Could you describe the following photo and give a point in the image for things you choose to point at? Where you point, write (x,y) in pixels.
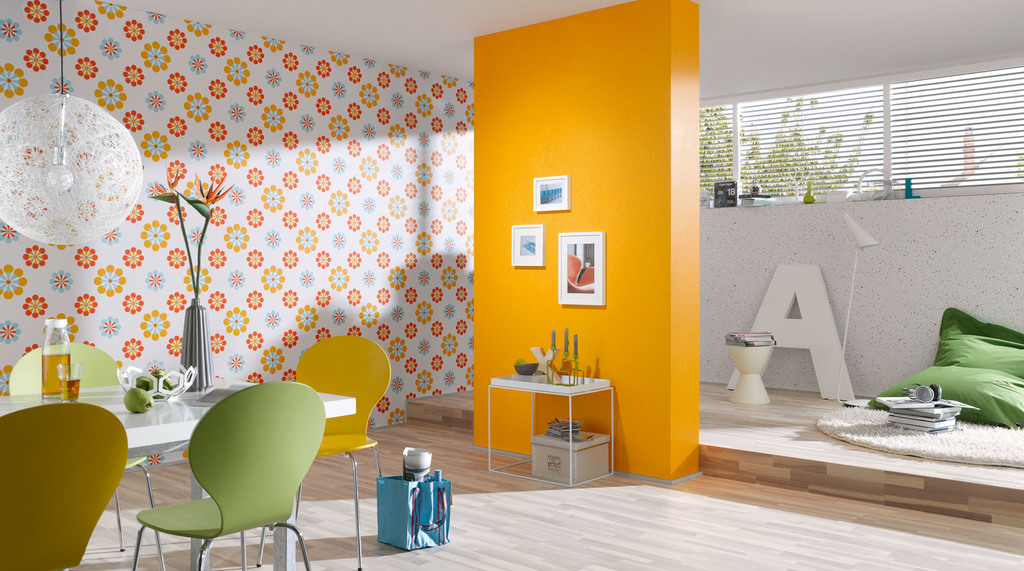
This is the picture of a room (206,403) in which there are some chairs (78,470) around the table (123,409), desk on which there are some things (549,373), frames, stool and a lamp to the roof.
